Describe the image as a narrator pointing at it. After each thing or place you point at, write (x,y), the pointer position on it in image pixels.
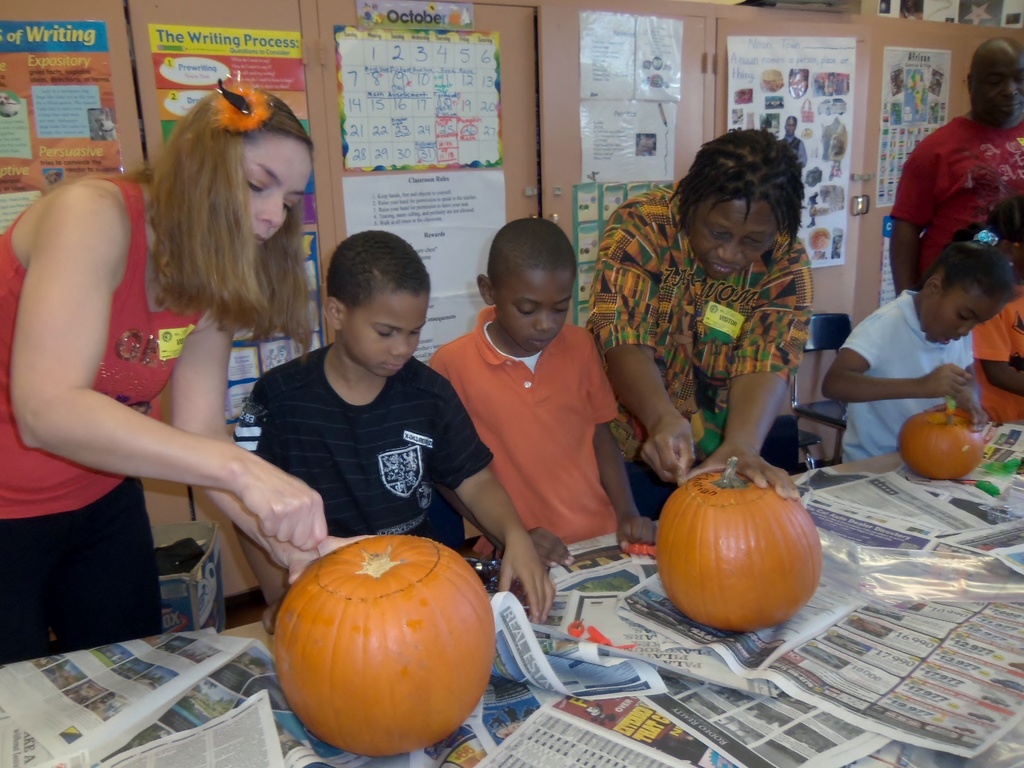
Here we can see few persons (937,389). This is table (813,738). On the table (496,755) there are papers (865,728) and pumpkins (694,615). In the background (349,173) we can see posters (467,96) and a door (511,184).
